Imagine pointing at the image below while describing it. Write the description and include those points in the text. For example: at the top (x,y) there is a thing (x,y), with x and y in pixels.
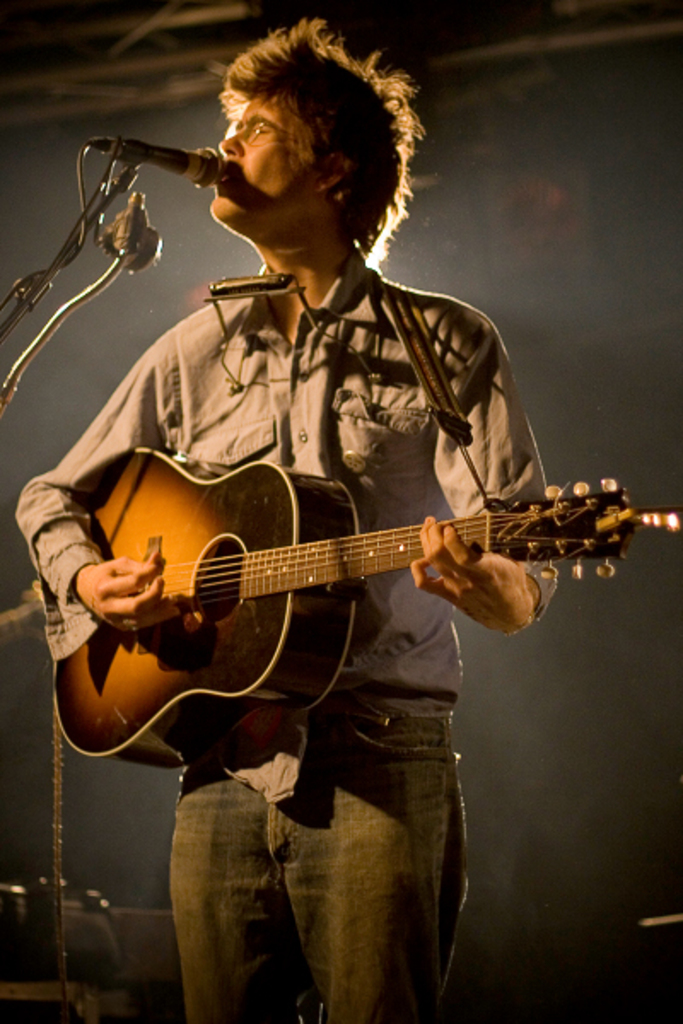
In this image, There is a person (372,406) standing and playing a guitar (187,588). This person (380,576) is wearing spectacles (258,125) and clothes (212,438).
